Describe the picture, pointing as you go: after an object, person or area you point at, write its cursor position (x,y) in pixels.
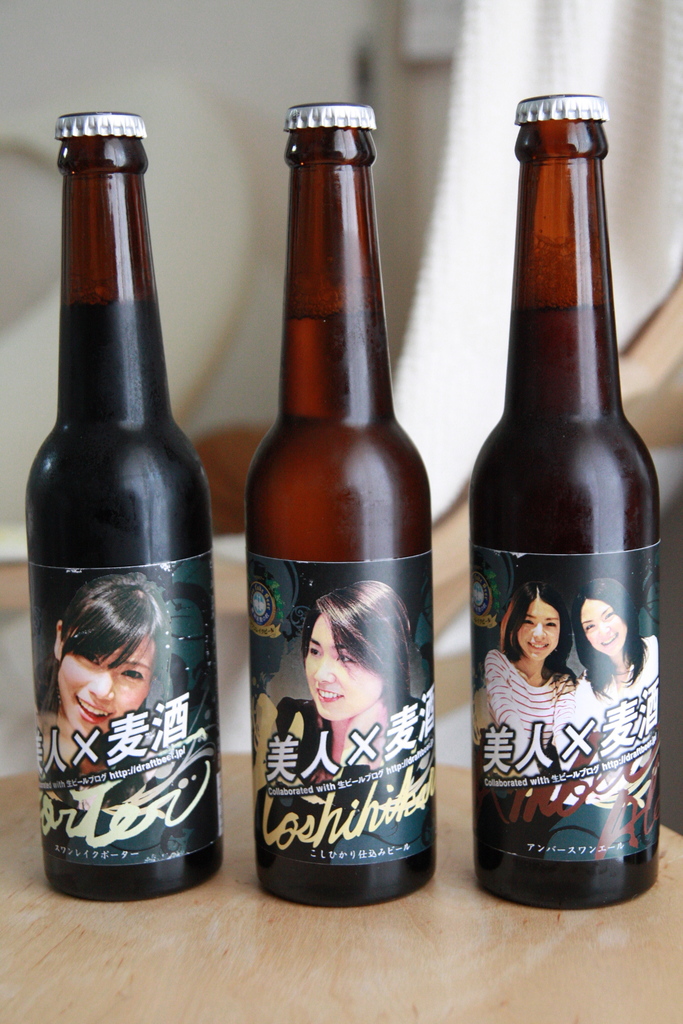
In this image i can see three bottles (156,674) on a table (483,937).
